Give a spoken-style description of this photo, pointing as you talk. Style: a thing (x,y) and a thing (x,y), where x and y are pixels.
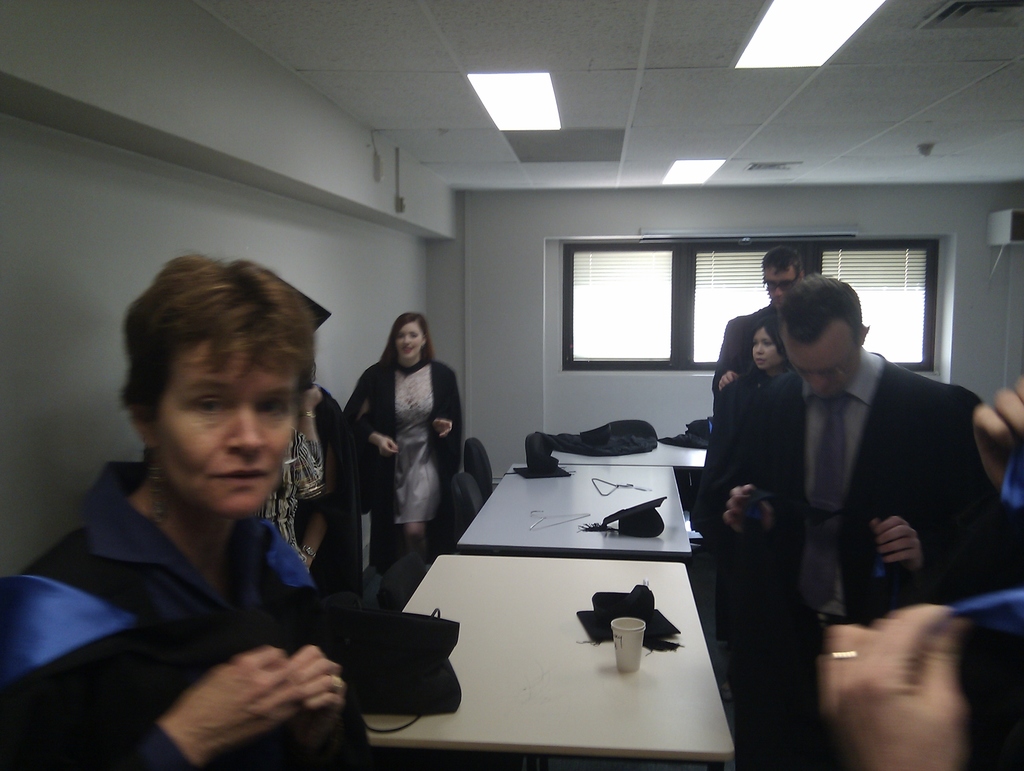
In the image there are few people (394,536) on either sides of table (607,742) which is in the middle (656,449). It seems to be of a meeting room (579,170) and the above ceiling (564,102) has lights (814,60) and the backside wall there is window (676,333).
